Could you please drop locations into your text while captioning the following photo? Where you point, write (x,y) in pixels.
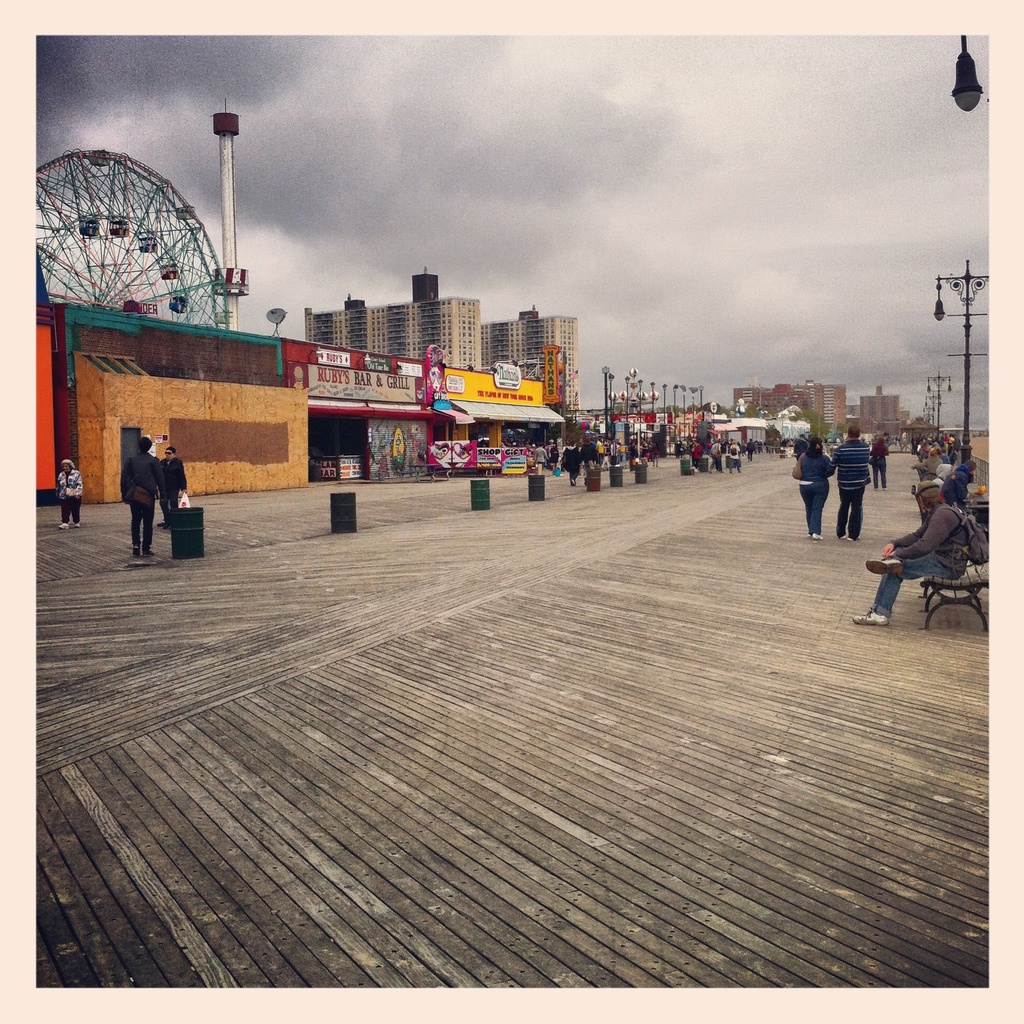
This looks like an edited image. I can see few people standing and few people (879,441) walking. These are the buildings (468,357) and the shops (367,368) with the name boards (474,379). These look like the iron barrels (480,509). On the right side of the image (936,511), I can see few people (932,497) sitting on the benches (954,601). This looks like the wooden pathway (408,569). On the left side of the image (179,291), I can see a giant wheel (180,223). This is the sky (688,225). I think these are the light poles (976,277).
